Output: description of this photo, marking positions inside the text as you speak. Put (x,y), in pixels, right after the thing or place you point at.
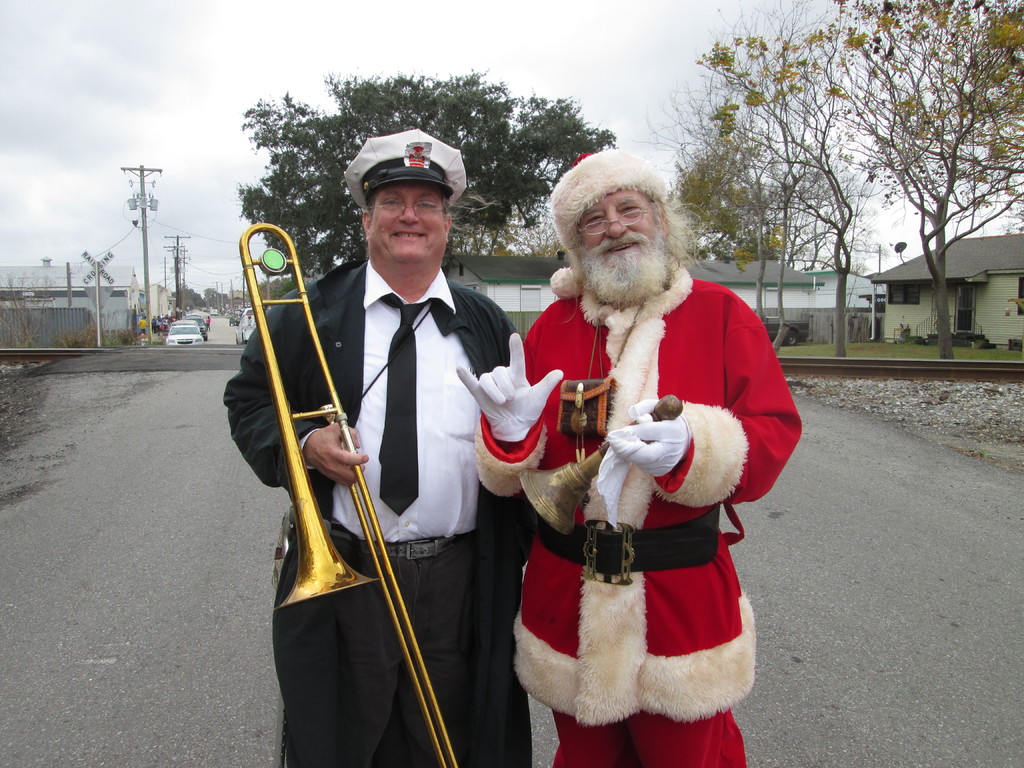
In this image we can see two people (680,489). The man (687,629) standing on the right (716,411) is wearing a costume (657,487) and holding a bell (576,498), next to him there is a man (394,546) standing and holding a musical instrument (302,526) in his hand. In the background (192,341) there are cars (175,331), sheds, poles (67,280), trees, wires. At the top (322,61) there is sky (312,38).
